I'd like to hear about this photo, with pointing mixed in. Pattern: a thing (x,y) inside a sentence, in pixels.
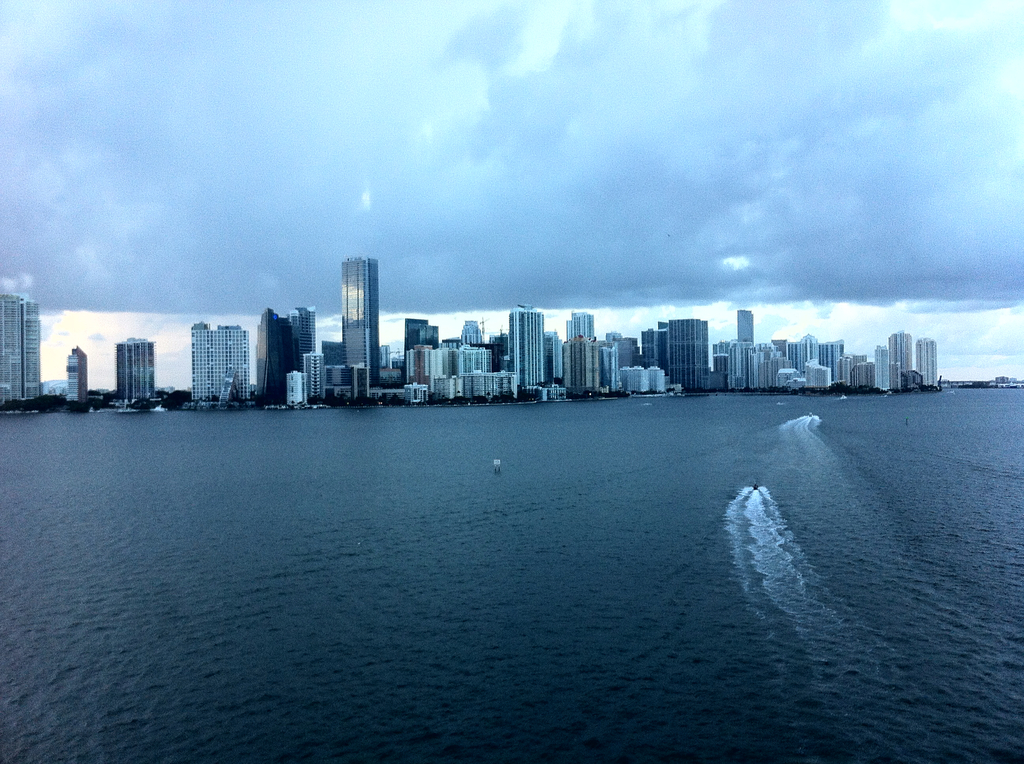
In this picture we can see buildings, water (723,645) and we can see sky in the background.
